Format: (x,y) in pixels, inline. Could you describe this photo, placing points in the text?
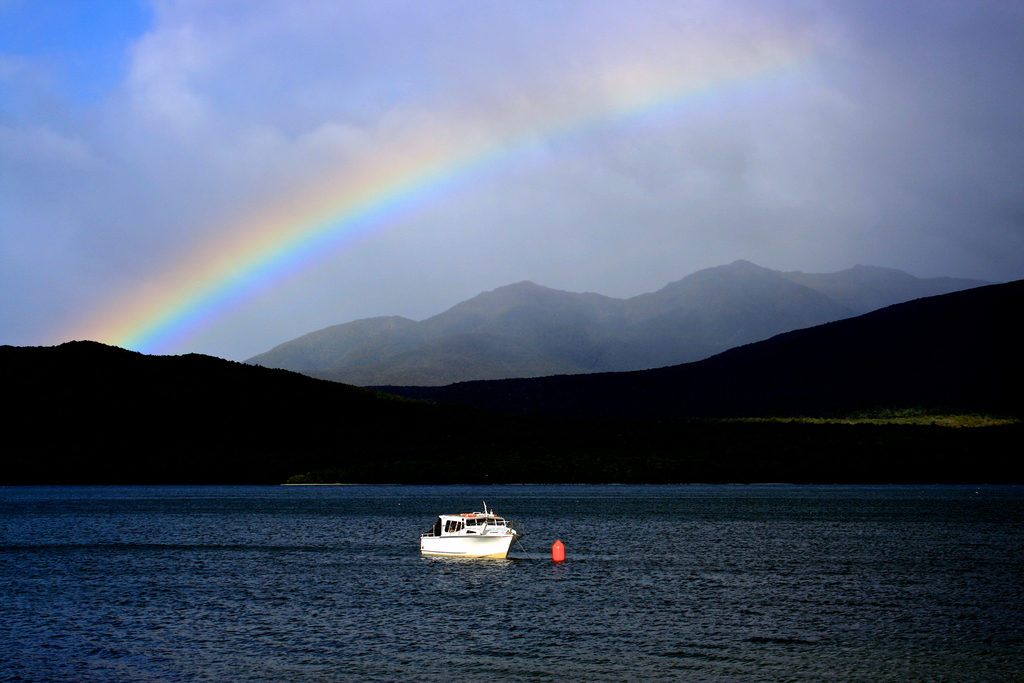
In this image we can see a boat (447,526) on the surface of the water (524,565). In the background (213,433) we can see the hills (552,402), mountains (586,310) and also the sky (71,59) with the clouds (645,182). We can also see the rainbow (441,163).
